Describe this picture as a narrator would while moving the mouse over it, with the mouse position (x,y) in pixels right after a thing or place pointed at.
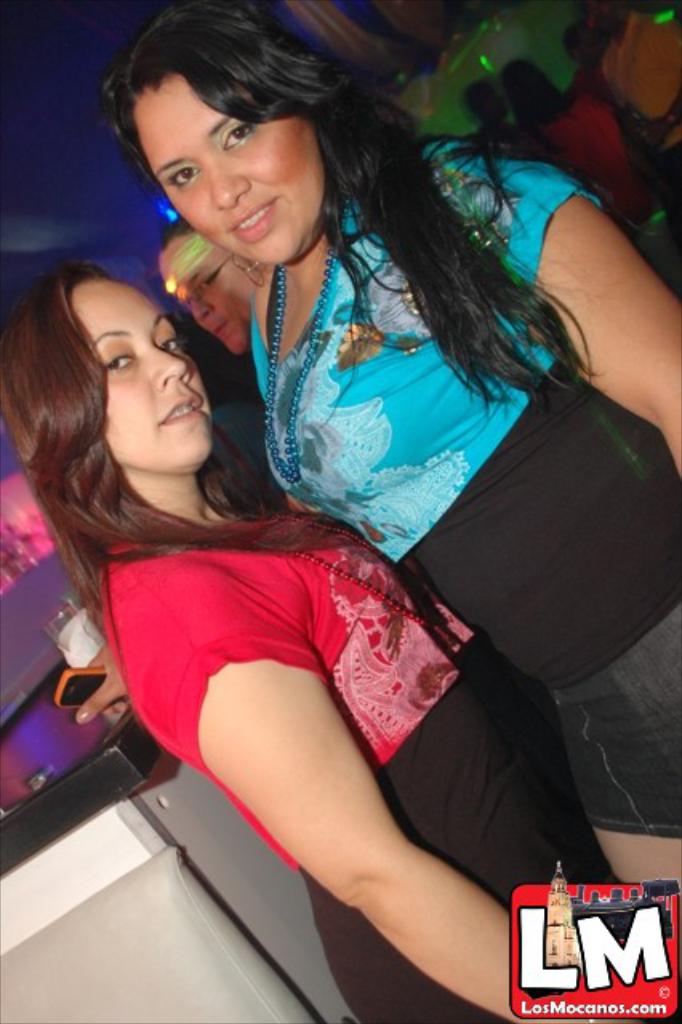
In this image I can see two people (347,558) with red, blue and black color dress (330,576). I can see one person (123,702) is holding the mobile (92,690). In the back (245,336) there are few more people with different color dresses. And I can see the glass (71,662) on the table (19,747).
